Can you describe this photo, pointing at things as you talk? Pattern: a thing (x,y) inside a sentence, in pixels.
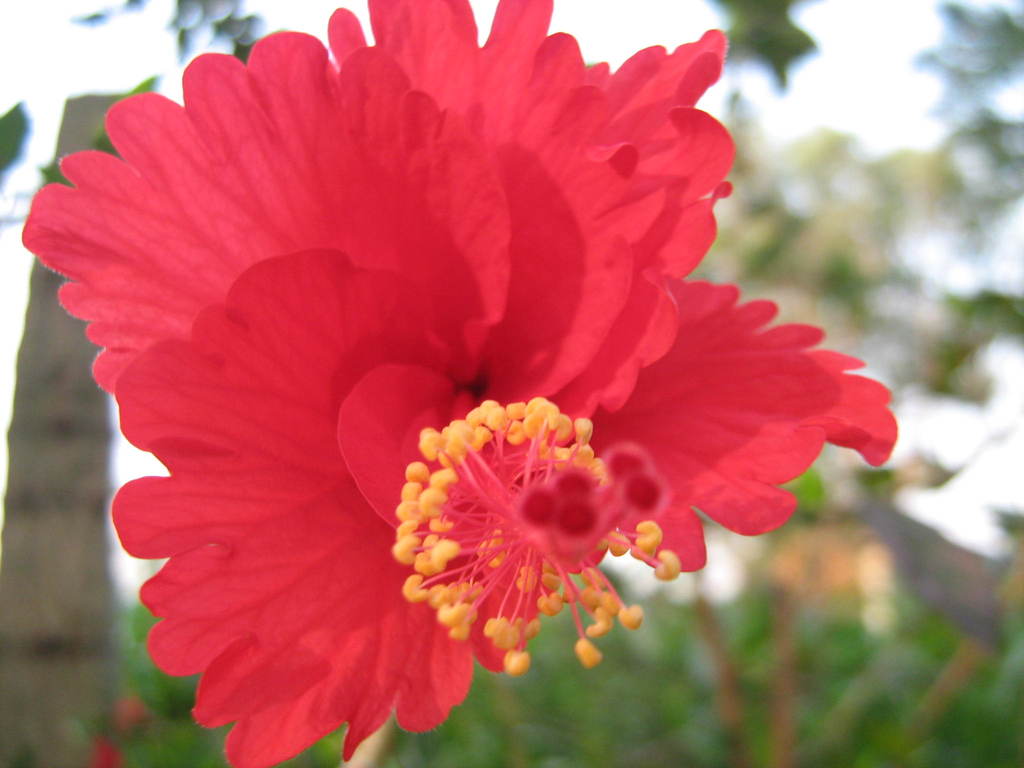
In this image we can see one red color hibiscus flower (464,17), one object (964,608) on the left side of the image (84,571), it looks like a tree (78,620) and some plants (856,679) in the background (907,616). It looks like the sky (159,31) in the background (172,82) and the background (1009,396) is blurred.
